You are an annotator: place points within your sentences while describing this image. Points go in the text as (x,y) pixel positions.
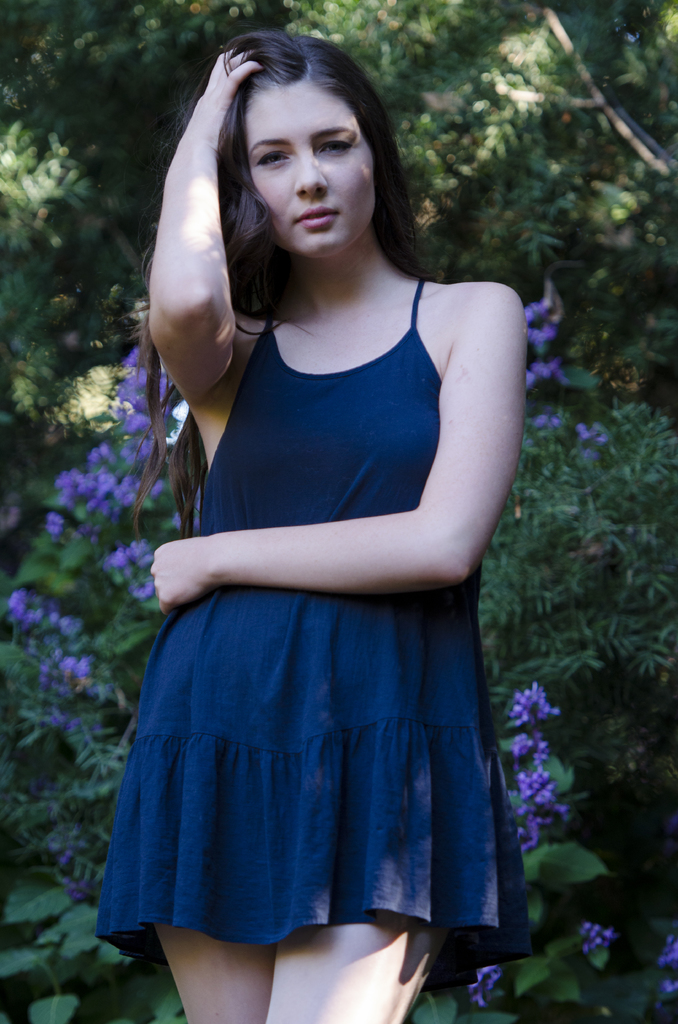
In the image in the center (290,476), we can see one woman (307,541) standing and she is in blue color dress (321,617). In the background (575,123), we can see trees (603,130) and flowers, which are in violet color.
